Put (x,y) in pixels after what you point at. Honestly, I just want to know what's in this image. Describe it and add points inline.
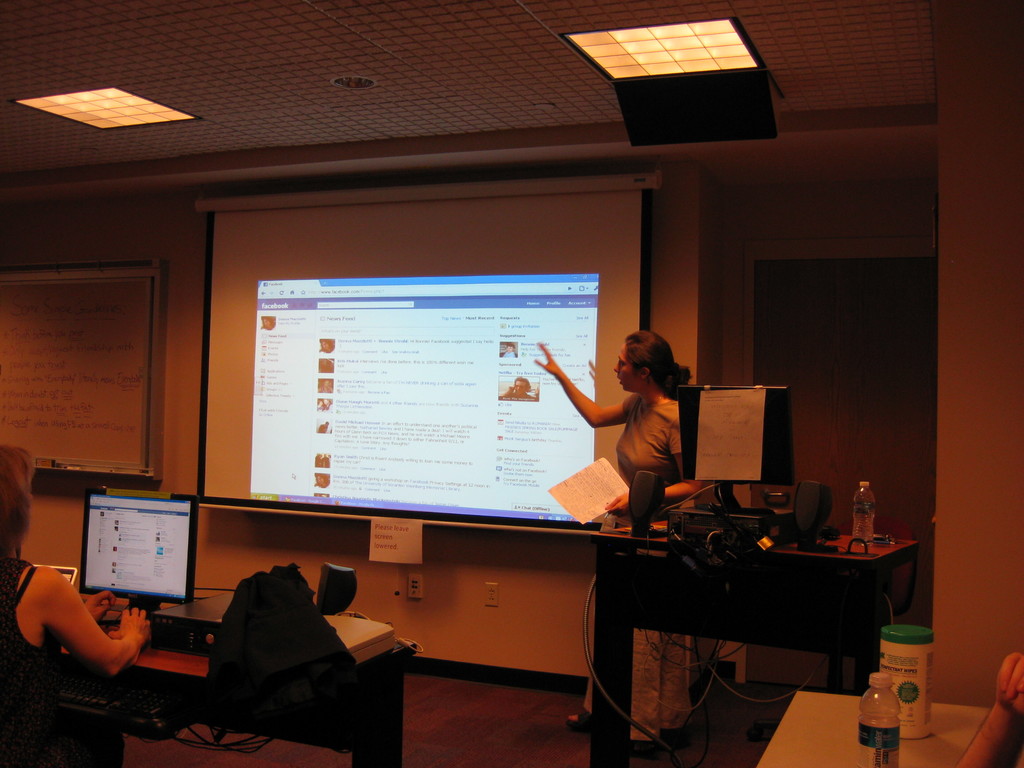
In the center (648,433) we can see one woman (658,417) standing and holding paper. On the left (31,678) there is a woman (3,589) sitting on chair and working on monitor (188,559). On the right (800,736) there is another table (959,723). In the background (45,408) we can see board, light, screen (387,396), table (770,584), wall (779,227), water bottle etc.
